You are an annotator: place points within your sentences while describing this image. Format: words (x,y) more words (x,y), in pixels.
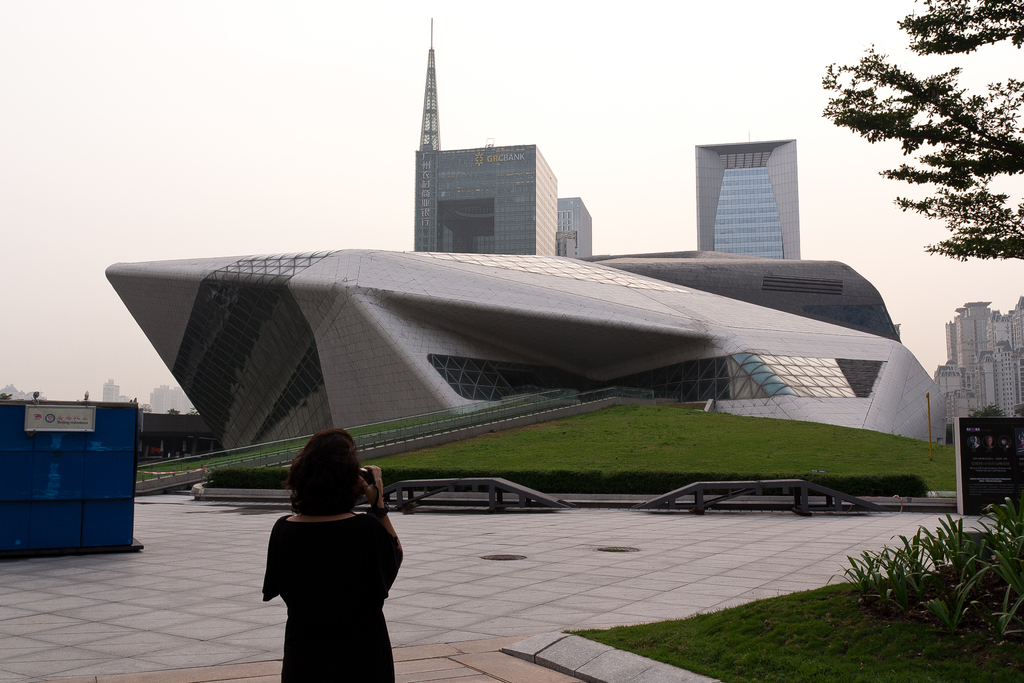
In the center of the image (372,269) we can see building (536,297) and grass (679,428). In the background (960,310) we can see buildings (1023,305) and sky (115,87). At the bottom of the image (366,519) we can see person (383,487), ground (472,572), grass (846,597) and plants (885,584).
